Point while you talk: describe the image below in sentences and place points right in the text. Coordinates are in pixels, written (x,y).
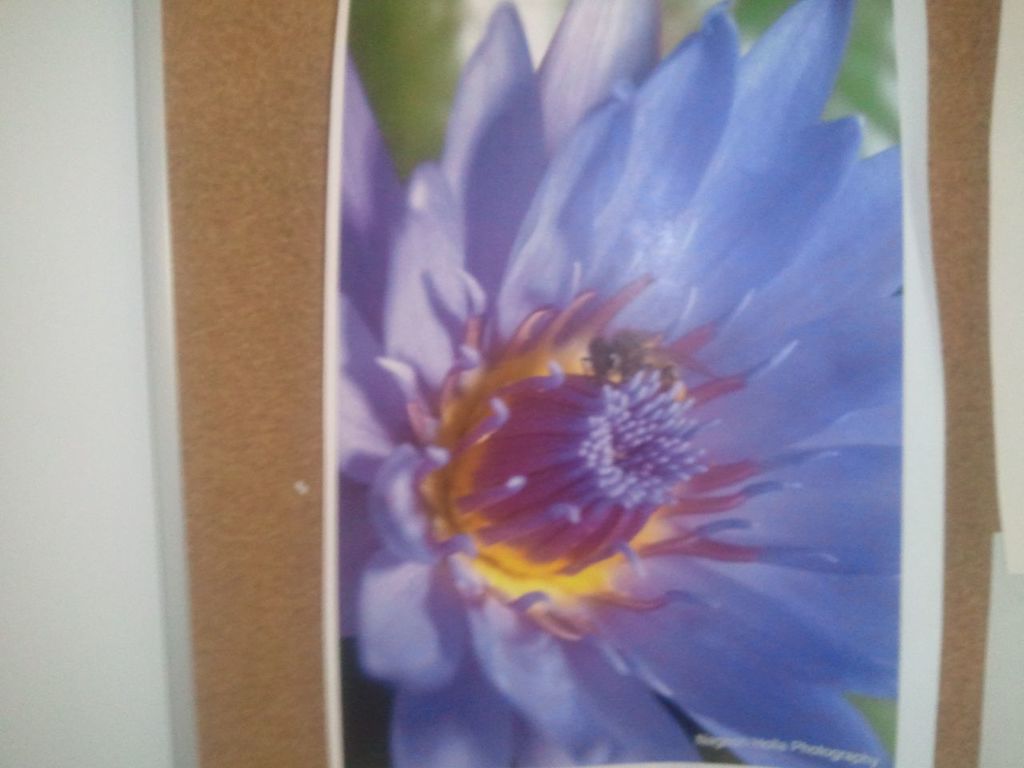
In this picture we can see a board (210,77) on the surface (78,242) with a photo (467,261) of a flower (599,318) on it.
